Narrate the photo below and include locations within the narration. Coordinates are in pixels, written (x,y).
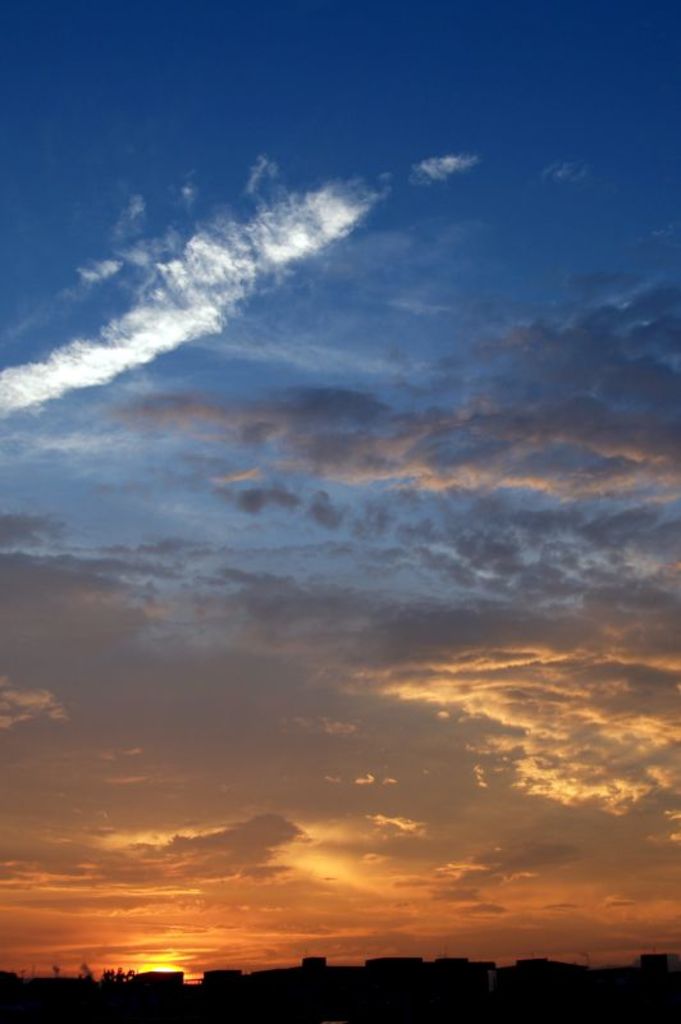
In this picture we can see the sky (220,693) with clouds (164,854). At the bottom of the image (643,1002) it is dark and we can see trees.
